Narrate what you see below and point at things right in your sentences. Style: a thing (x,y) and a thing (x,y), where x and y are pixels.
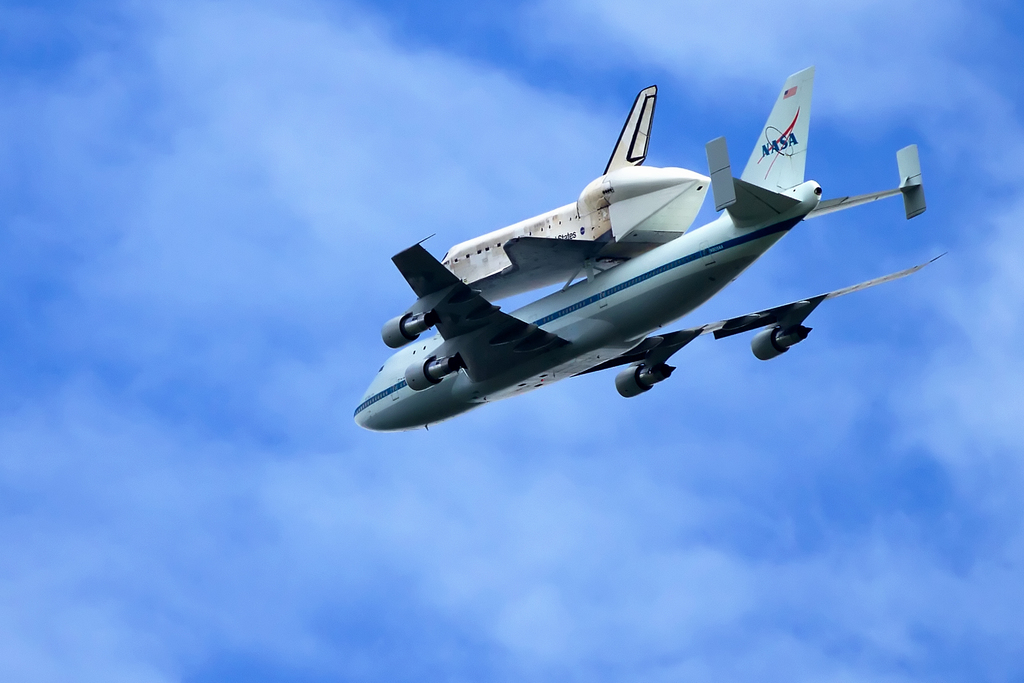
In this picture, we see an airplane (533,323) in white color is flying in the sky (320,400). In the background (339,373), we see the sky (544,497), which is blue in color.
